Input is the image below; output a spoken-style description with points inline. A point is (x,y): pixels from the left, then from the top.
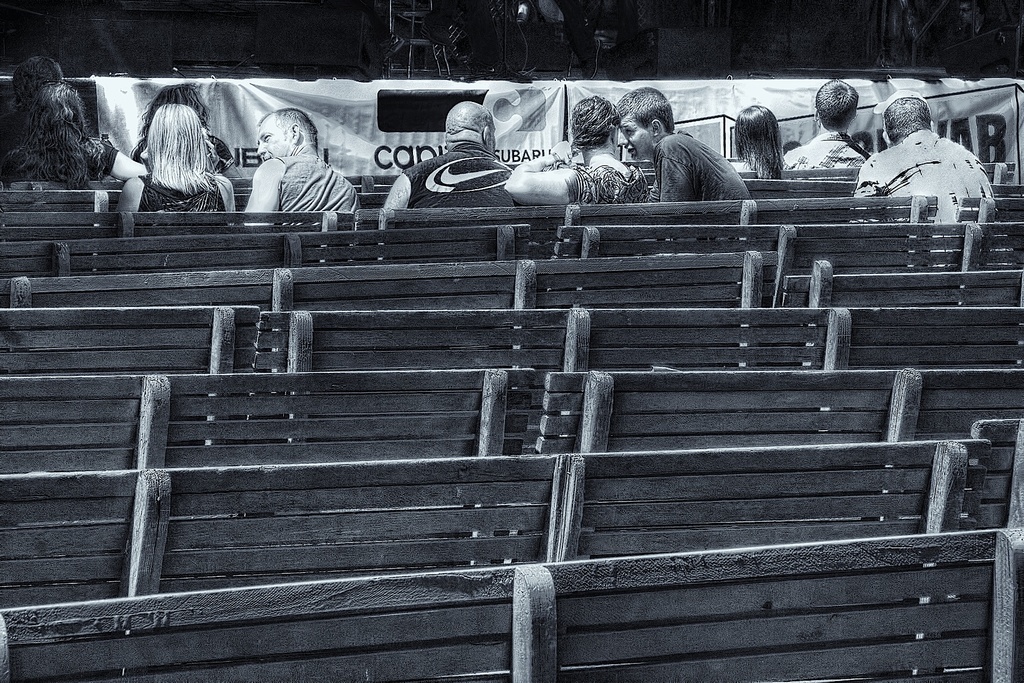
In this picture we can see a group of people (729,193) sitting on benches (760,204) and in front of them we can see banners (232,135) and some objects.
